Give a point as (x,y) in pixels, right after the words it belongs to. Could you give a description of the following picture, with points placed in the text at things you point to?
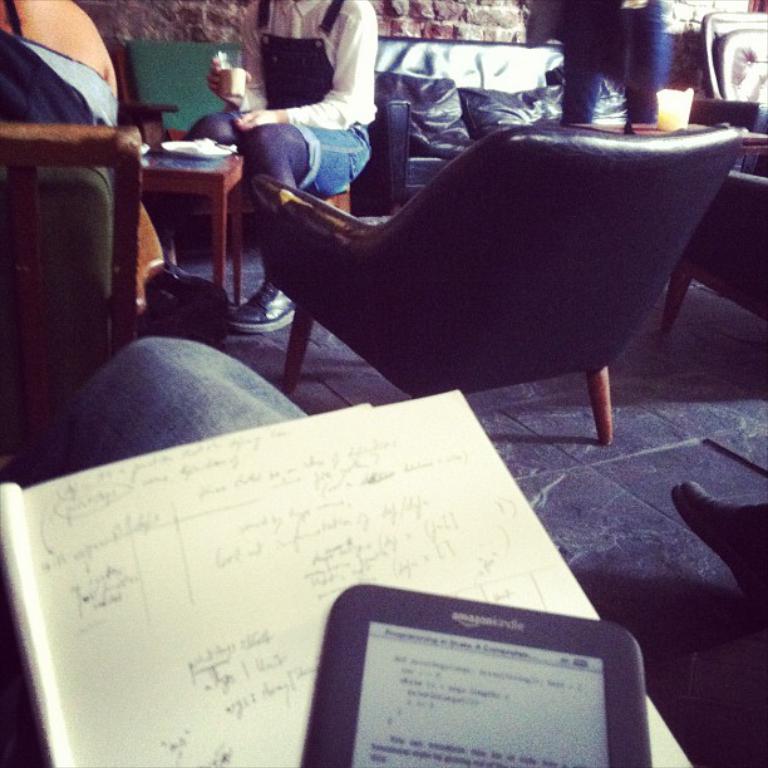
In this room (401,359) few people (265,301) are sitting on the chair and also there are sofas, pillows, tables (236,250) and chairs (475,350).
